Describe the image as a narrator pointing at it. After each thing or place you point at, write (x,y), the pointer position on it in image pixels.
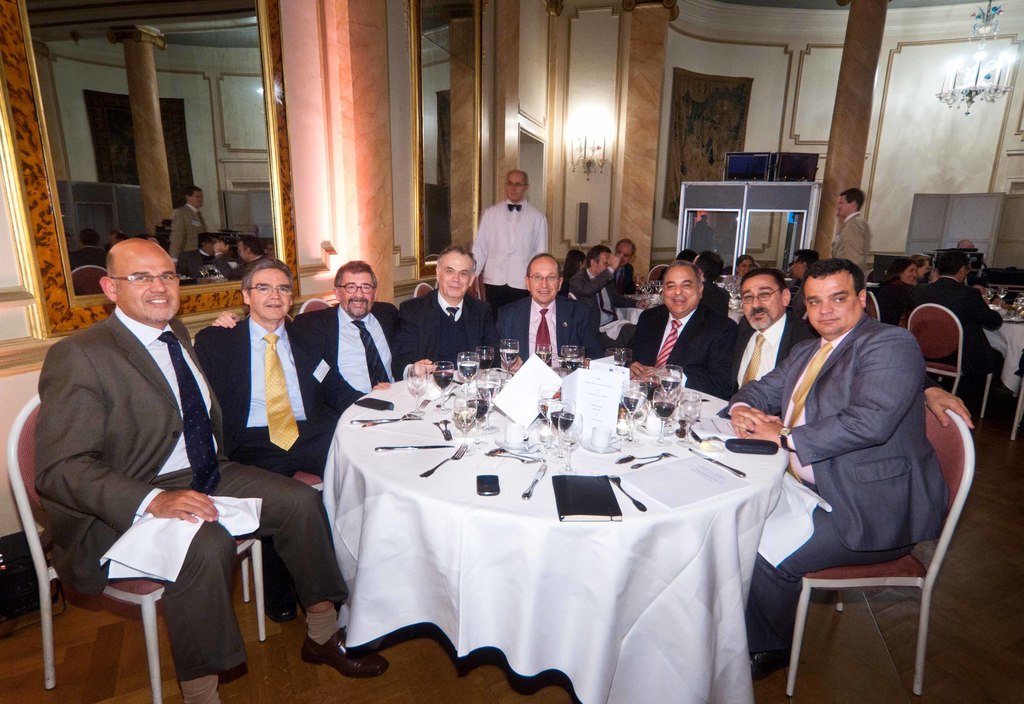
This is a picture taken in a room (338,122), there are a group of people (751,334) sitting on chairs (889,580) in front of these people (852,539) there is a table (607,540) covered with a white cloth (460,560) on the table (408,519) there are mobile (480,476), knife (533,487), fork (439,469), spoon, book (594,503), paper (650,486), glasses (655,391), box (735,444) and board (586,393). Behind the people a man (481,260) in white shirt (508,254) was standing on the floor (972,572), and a wall (331,137) on the wall (346,135) there is a mirror (199,119) and a lights (586,168).
